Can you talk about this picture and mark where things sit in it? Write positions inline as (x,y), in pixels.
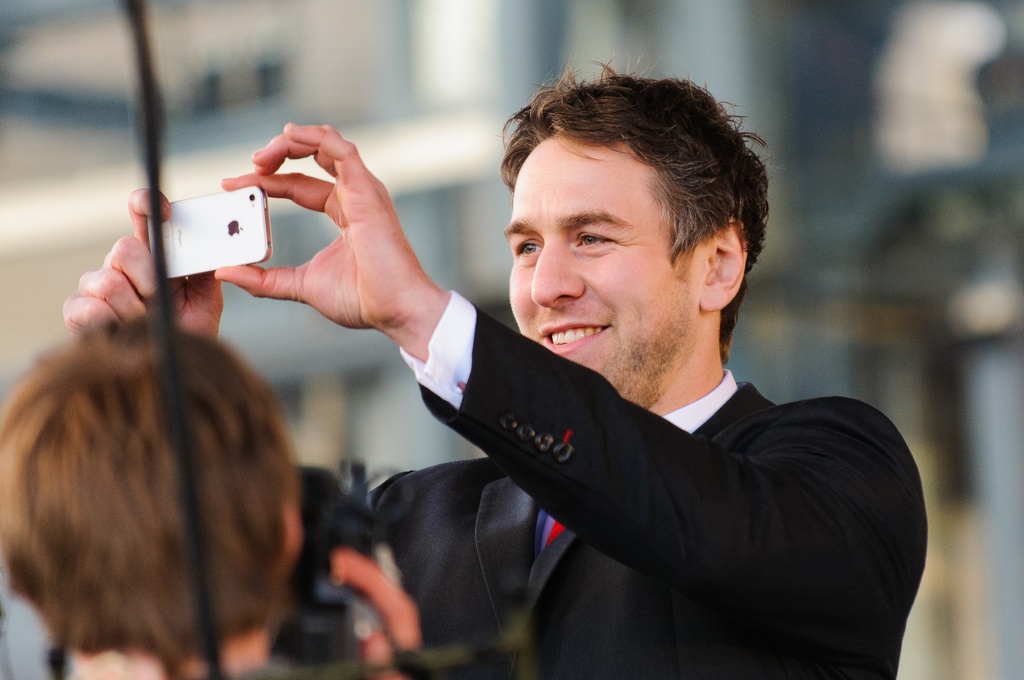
On the picture we can see a man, a person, a man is holding a mobile phone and capturing some picture, the man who is capturing the picture is wearing a blazer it is black in colour. In the background (336,85) we can find a buildings (290,94).
